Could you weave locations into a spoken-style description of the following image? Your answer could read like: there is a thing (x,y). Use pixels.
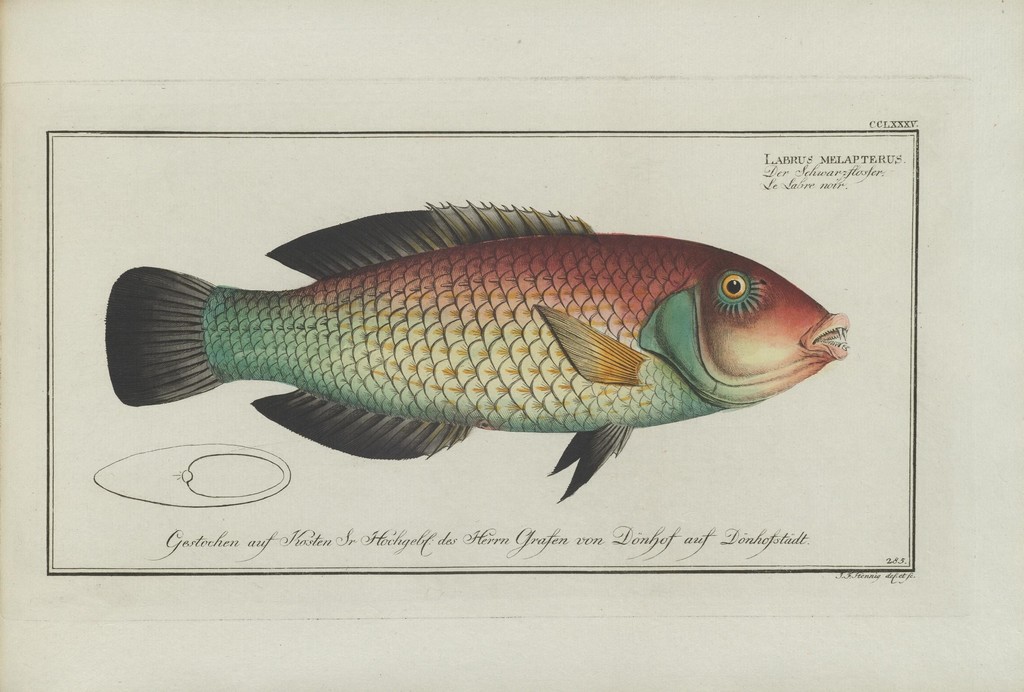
In this picture I can see a paper (751,133) on an object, there are words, numbers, there is an image of a fish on the paper (633,203).
